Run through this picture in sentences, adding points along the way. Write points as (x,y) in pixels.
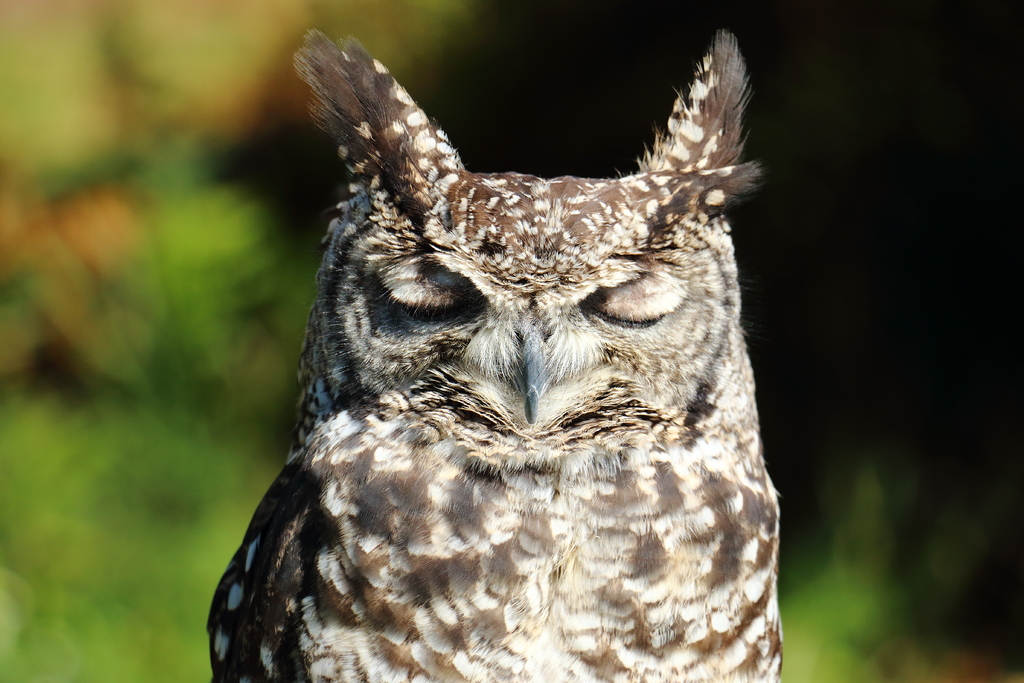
In this image there is an owl (469,556), in the background (880,426) it is blurred.
